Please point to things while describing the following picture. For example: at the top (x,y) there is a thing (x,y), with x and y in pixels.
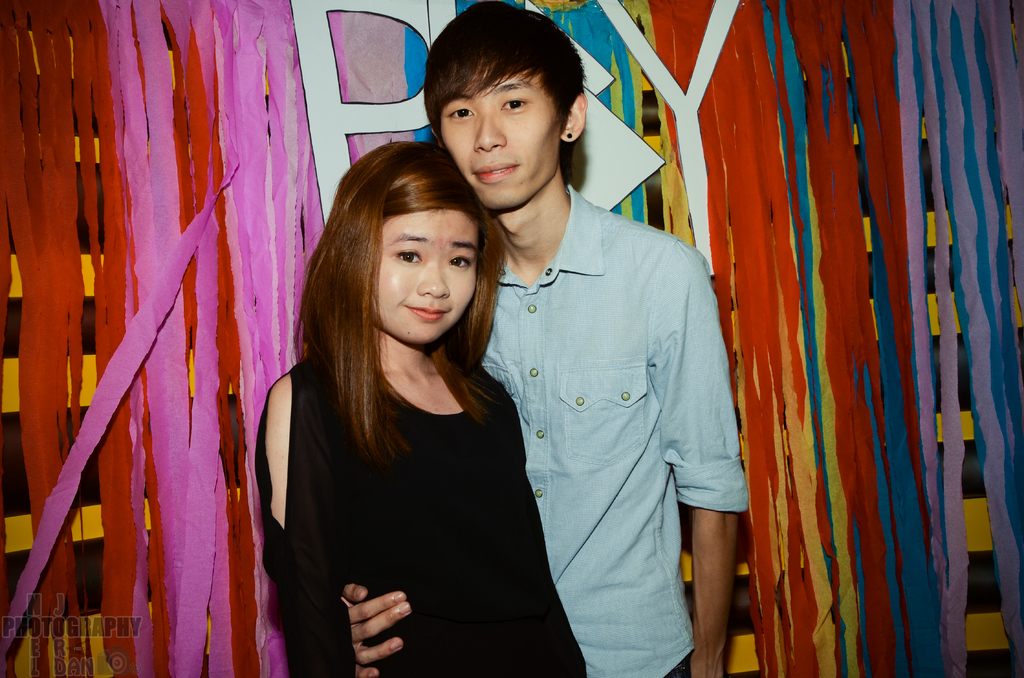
In this picture I can see a man (559,295) and a woman (398,632) standing, and in the background (875,22) there is a board (725,28), there are paper ribbons (107,293) and there is a watermark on the image.
